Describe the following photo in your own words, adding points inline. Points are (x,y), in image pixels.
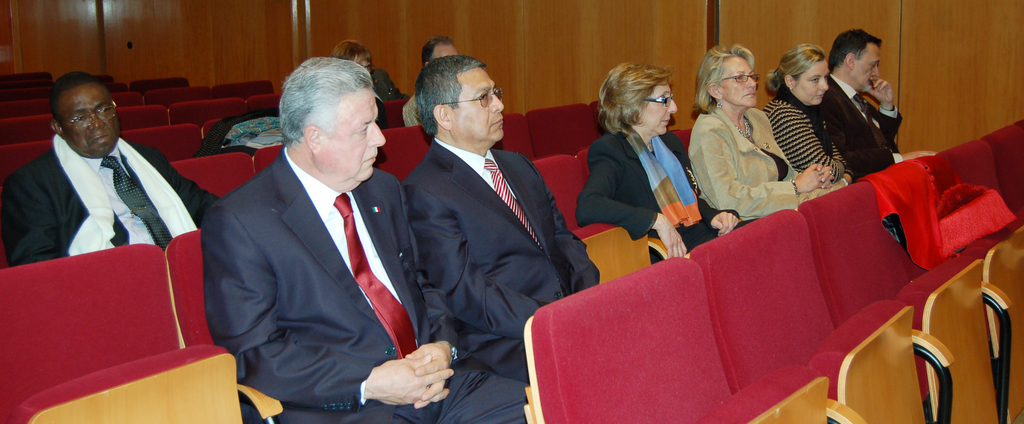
In this picture there are few people (439,143) sitting in chair (509,129) which are in red color.
